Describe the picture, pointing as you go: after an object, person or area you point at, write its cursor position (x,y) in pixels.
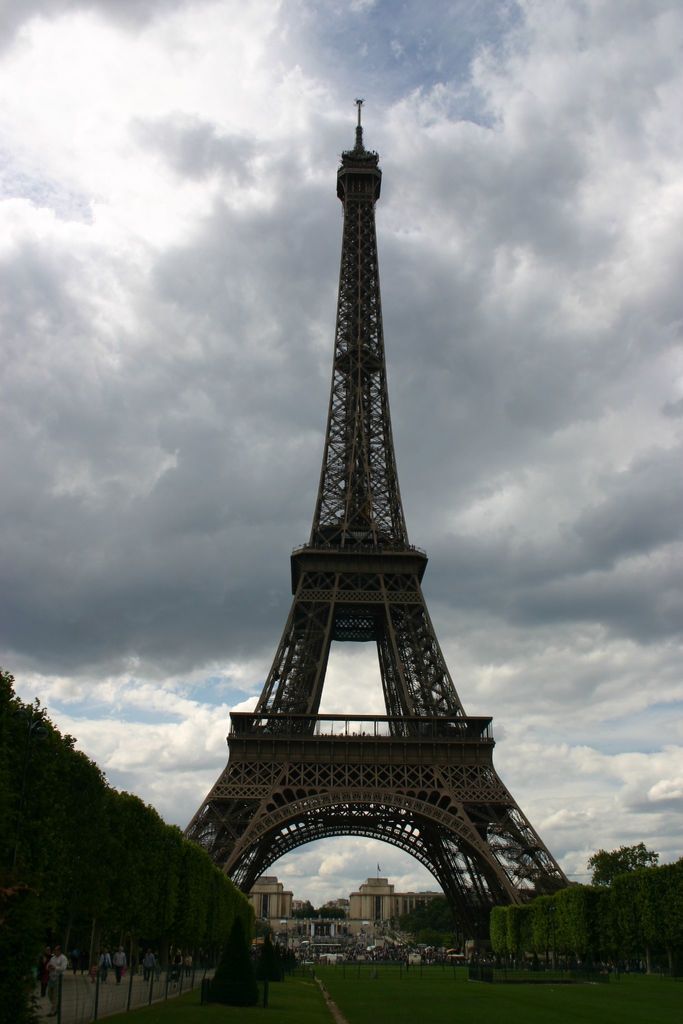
In the center of the image (323,542) there is a Eiffel tower (284,649). At the bottom of the image (351,976) there is grass (537,1009). To the both sides of the image there are plants (146,893). In the background of the image (153,723) there is sky (155,591), clouds (184,597) and buildings (266,899).
